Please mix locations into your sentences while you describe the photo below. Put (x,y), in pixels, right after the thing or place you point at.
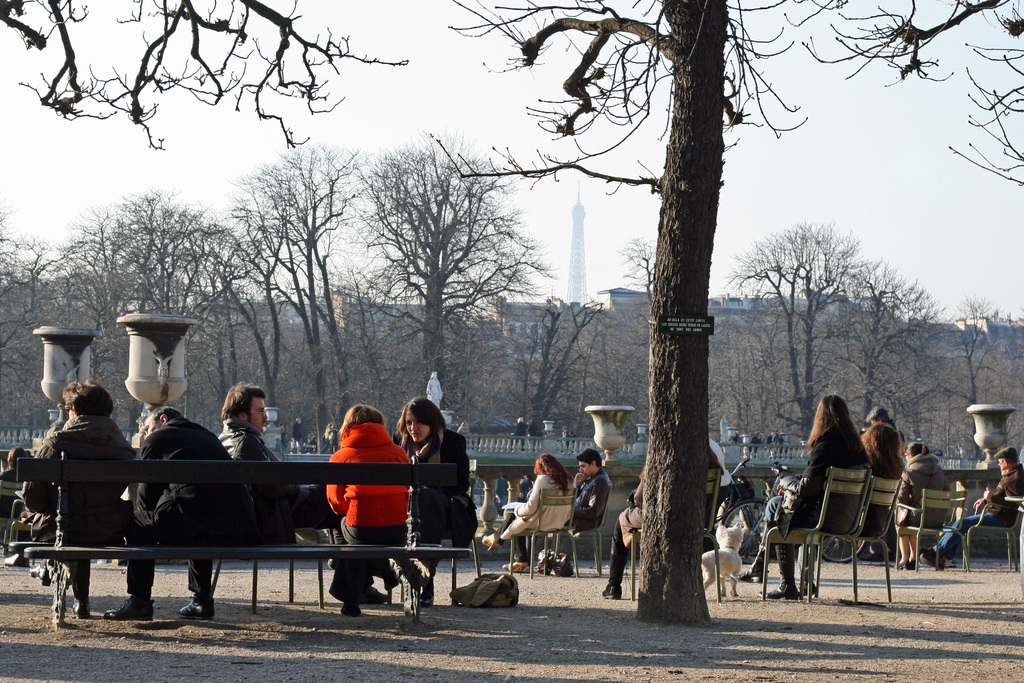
In this image I can see a bench (204,558), number of chairs (710,518) and on it I can see number of people (912,460) are sitting. On the ground (479,632) I can see few bags (507,603), shadows (939,634) and a white dog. I can also see number of trees (919,303), a white colour sculpture (446,415) and few other things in the center of the image (469,441). In the background (945,326) I can see number of buildings (931,328) and the sky (353,239).
